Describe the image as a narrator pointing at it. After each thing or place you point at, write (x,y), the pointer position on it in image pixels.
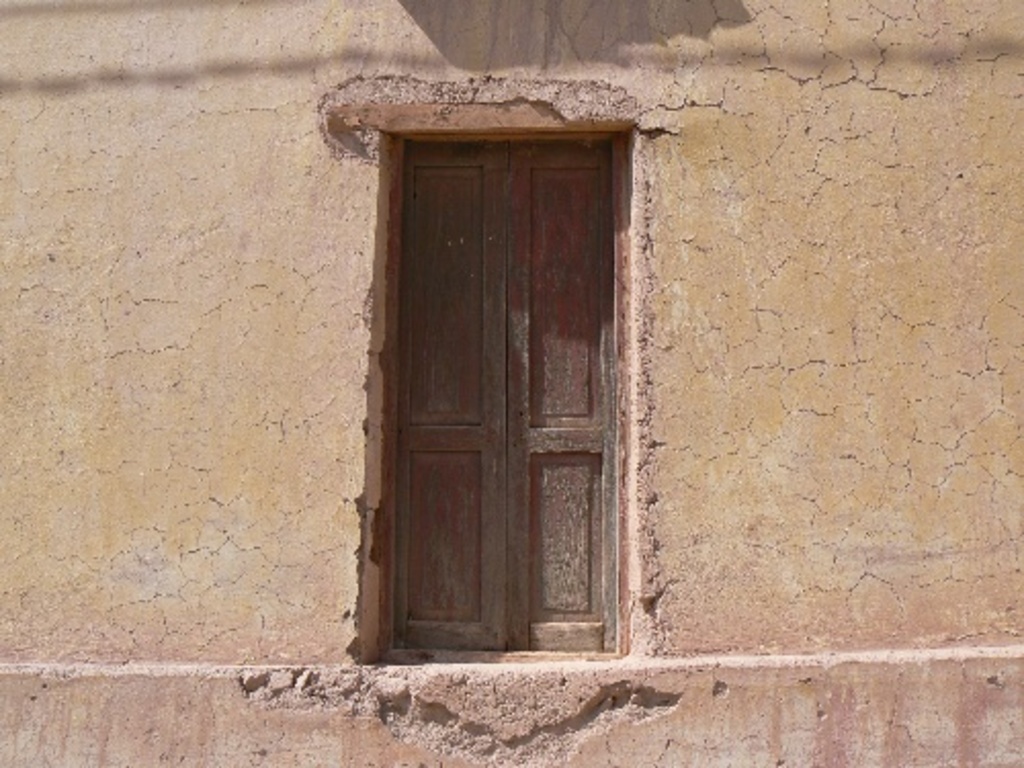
This image consists of a house (405,445). In the front (428,516), we can see a door (581,502) along with a wall (758,732).
